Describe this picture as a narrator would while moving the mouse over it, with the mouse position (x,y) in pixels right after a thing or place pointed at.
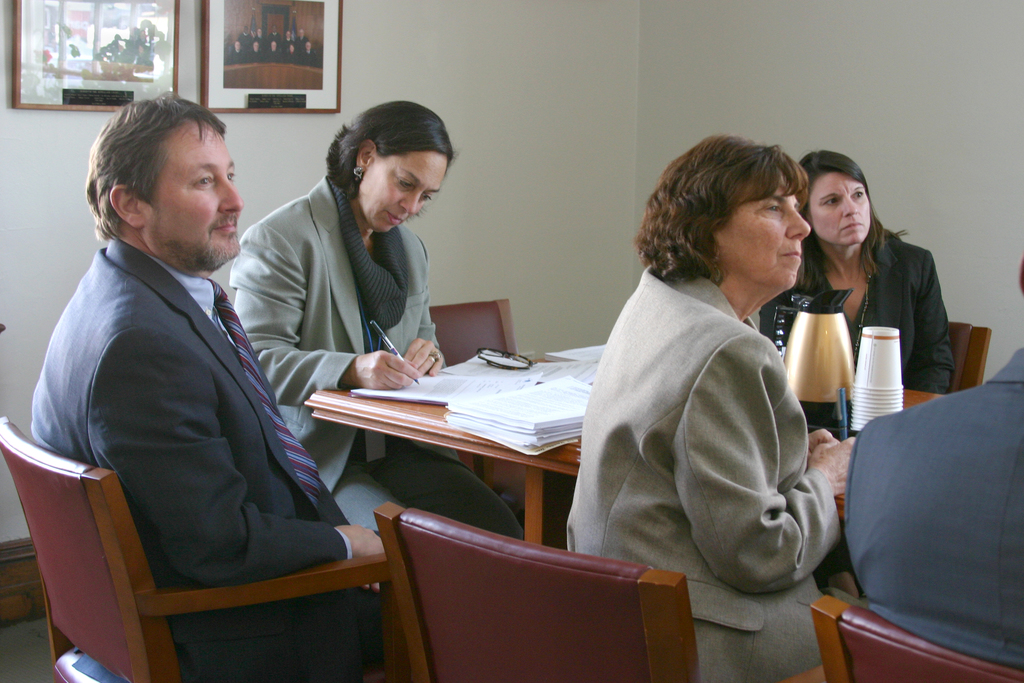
There are group of people (221,375) sitting on chairs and one lady (354,264) is writing with pen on book (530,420) and behind that there is a flask (821,296) on table (334,419) and there are two photo frames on wall (2,26).
